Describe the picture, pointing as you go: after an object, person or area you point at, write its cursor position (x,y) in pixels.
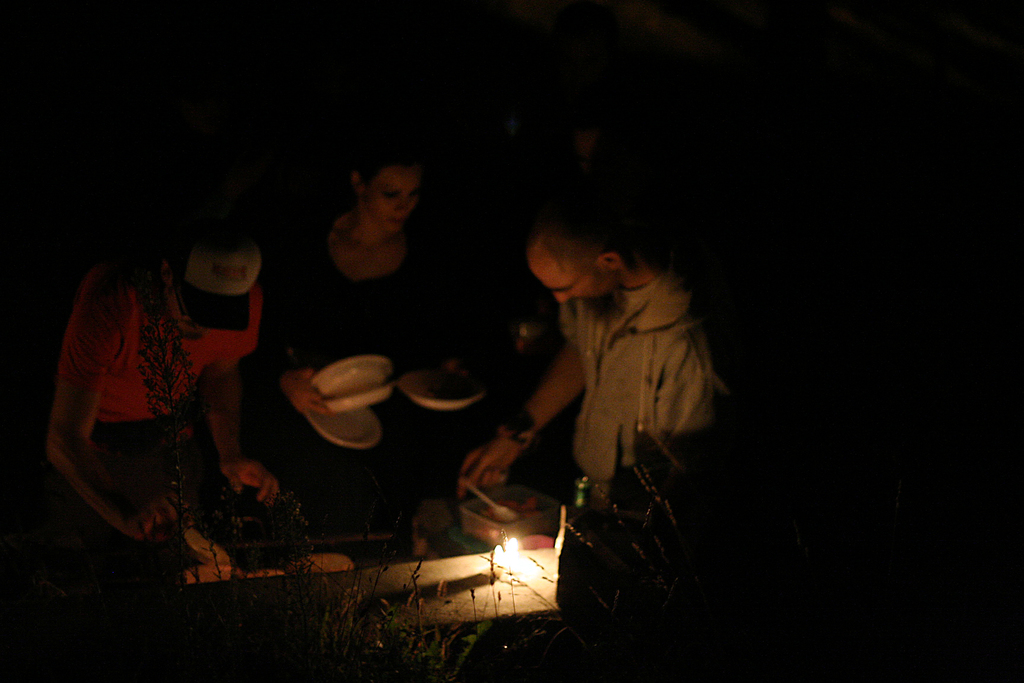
In this picture we can see three persons (434,363) here, a person (220,369) on the left side (199,341) wore a cap (231,326), a woman (376,326) in the middle (374,329) is holding plates (376,375), we can see a light (497,548) here.
